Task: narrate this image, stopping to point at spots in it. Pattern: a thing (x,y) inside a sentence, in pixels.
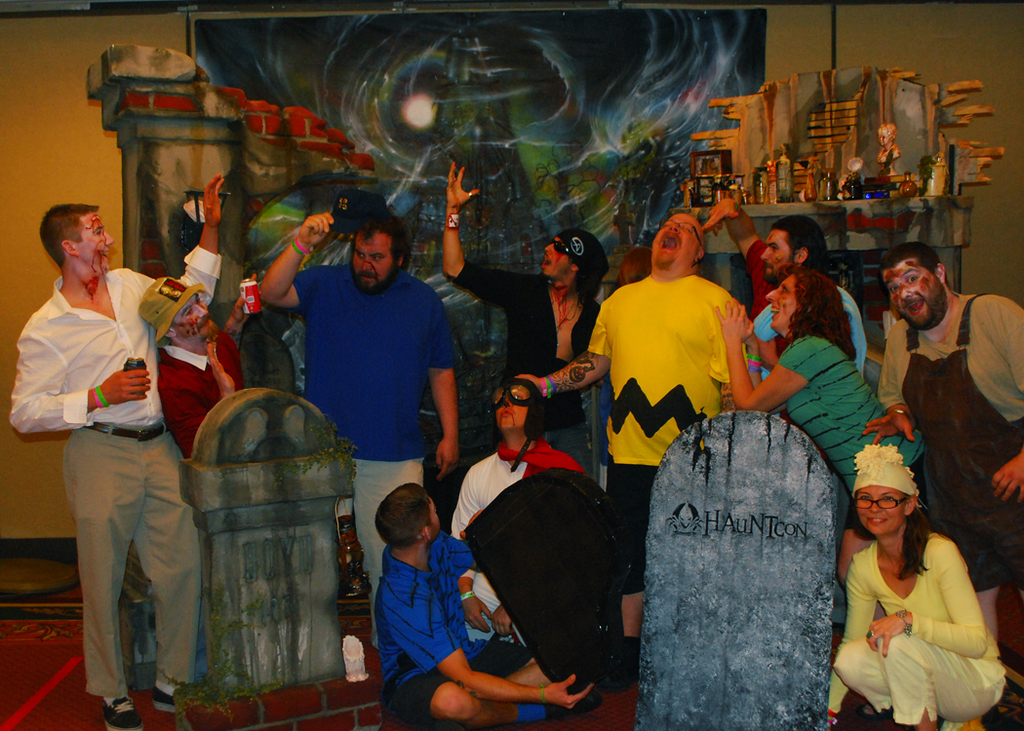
In the foreground of this image (507,422), there are people (357,367) standing, squatting and sitting on the floor (25,722) and there are depicted headstones (251,518) and the wall (188,161). We can also see few objects (765,165) on a depicted wall (925,147). In the background (566,81), there is a banner (758,23) to the wall (845,20).
